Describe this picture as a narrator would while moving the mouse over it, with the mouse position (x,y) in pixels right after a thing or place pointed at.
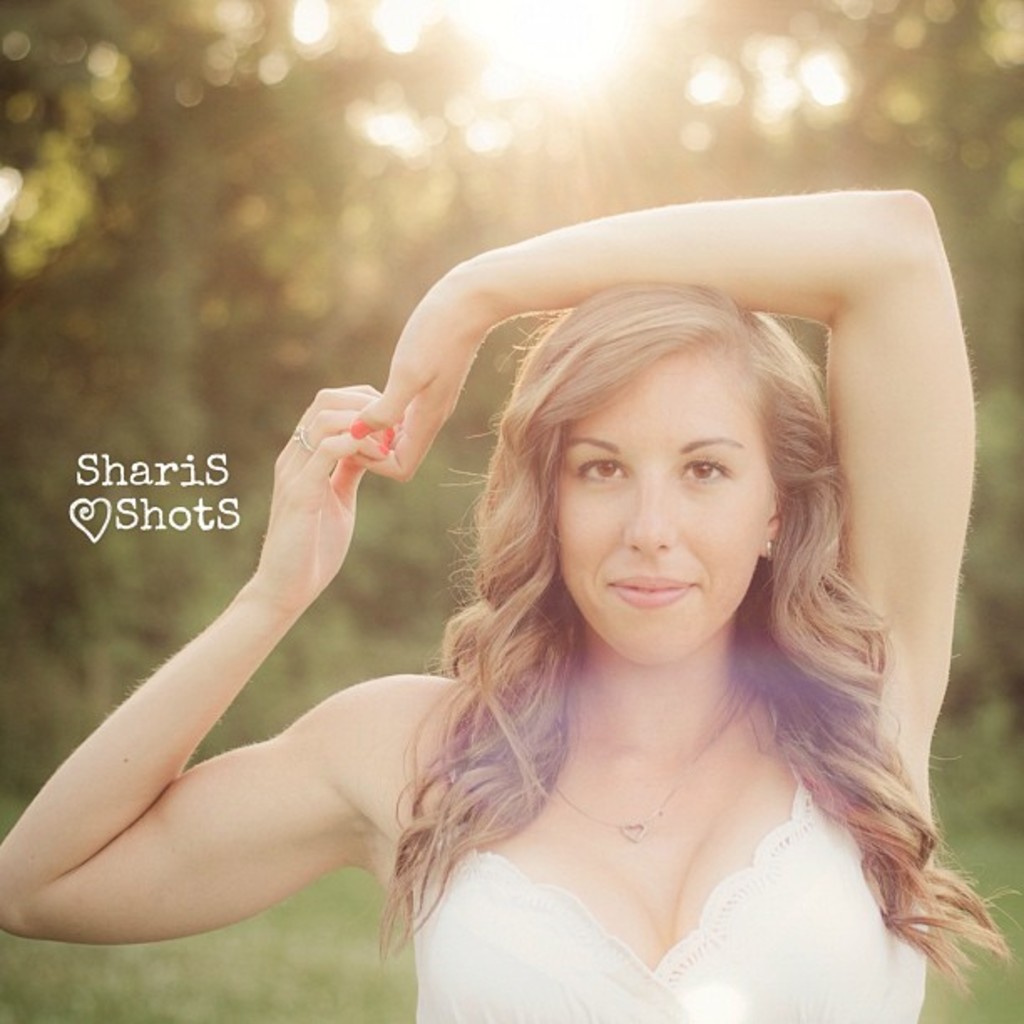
In this image in front (712,522) there is a person (661,657). At the bottom of the image (215,973) there is grass (199,974) on the surface (199,973). In the background of the image (449,200) there are trees (501,133) and there is sun (515,29). There is some text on the left side of the image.
